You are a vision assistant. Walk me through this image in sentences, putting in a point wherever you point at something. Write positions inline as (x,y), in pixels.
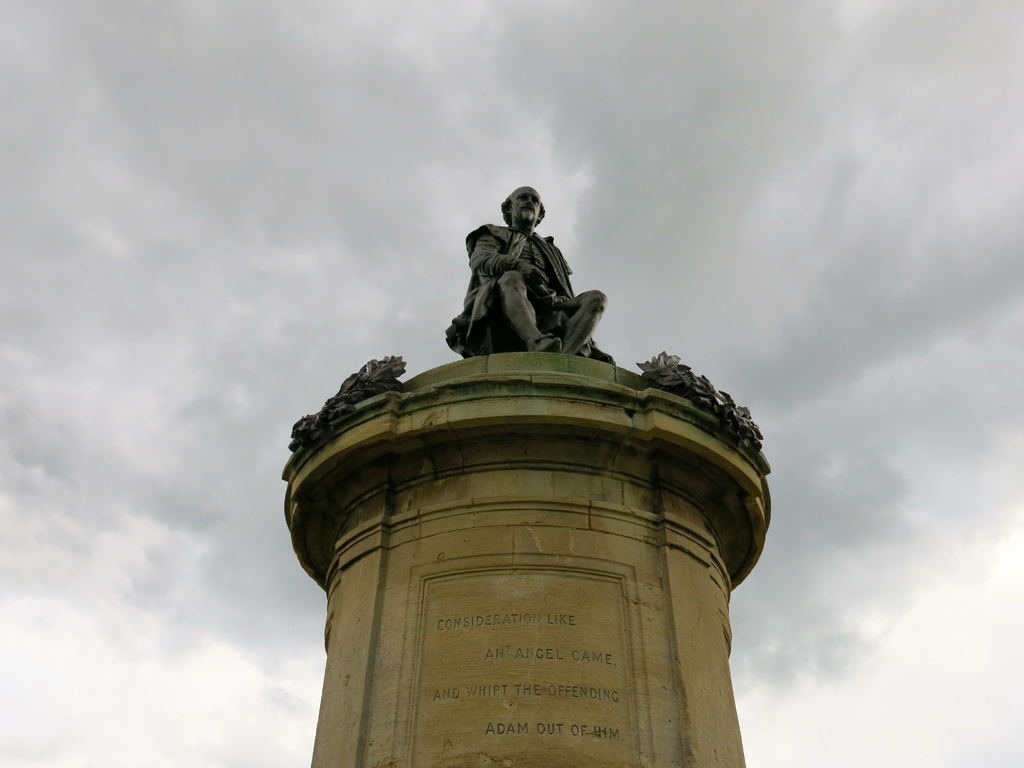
In this picture I can see there is a pillar (635,561) here it is in yellow color and there is a statue (496,343) on the pillar (582,664) and the statue (527,297) is in black color.
